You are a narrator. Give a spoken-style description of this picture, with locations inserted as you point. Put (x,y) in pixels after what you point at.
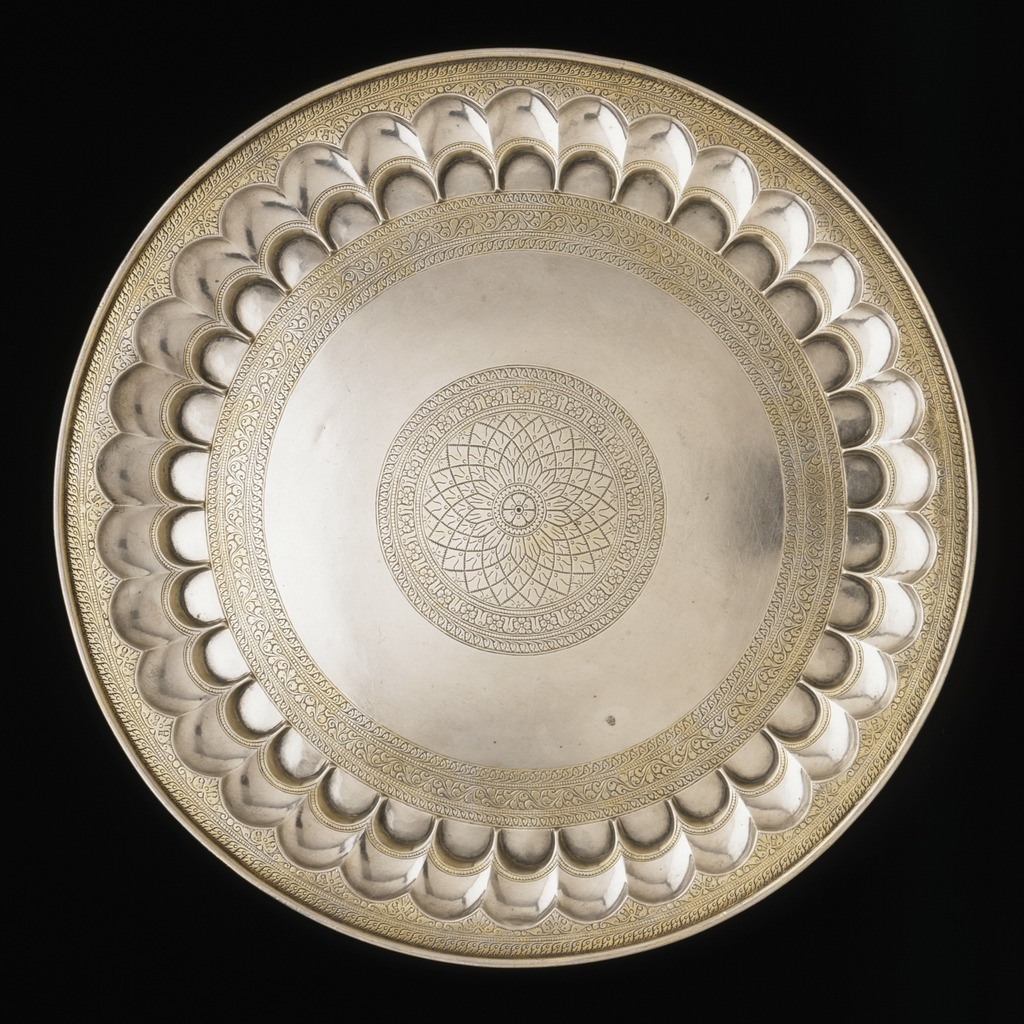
In this picture we can see a plate (483,464).
